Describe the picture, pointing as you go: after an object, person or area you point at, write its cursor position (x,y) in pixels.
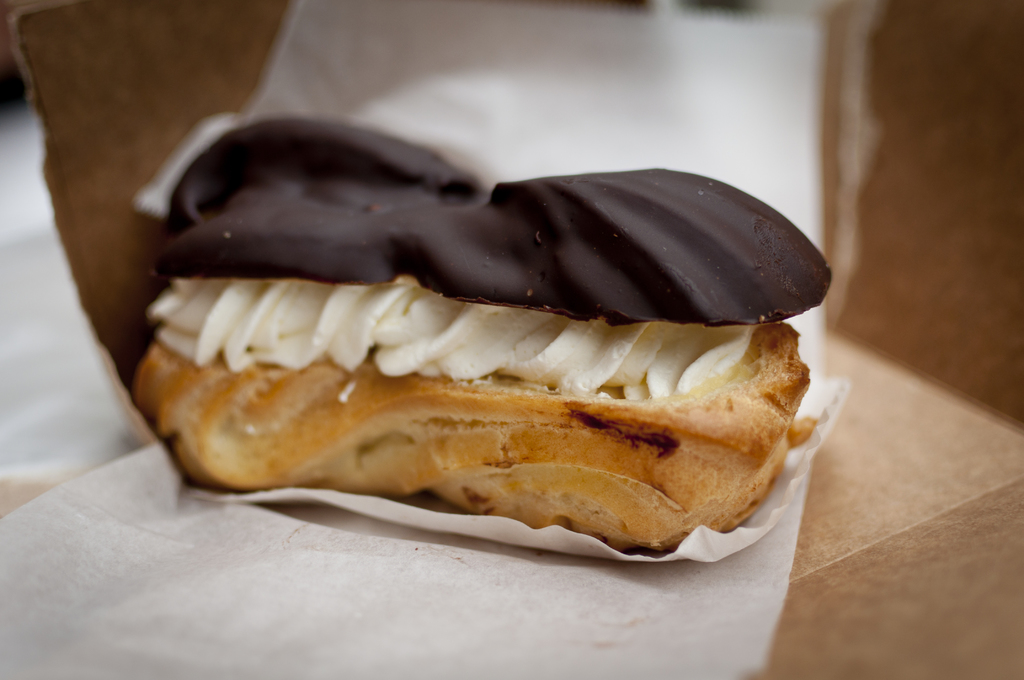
In this image I can see a white colour thing (763,522) and on it I can see food (182,334). I can see colour of the food (354,465) is black, white and cream. I can also see this image is little bit blurry in the background (582,156).
